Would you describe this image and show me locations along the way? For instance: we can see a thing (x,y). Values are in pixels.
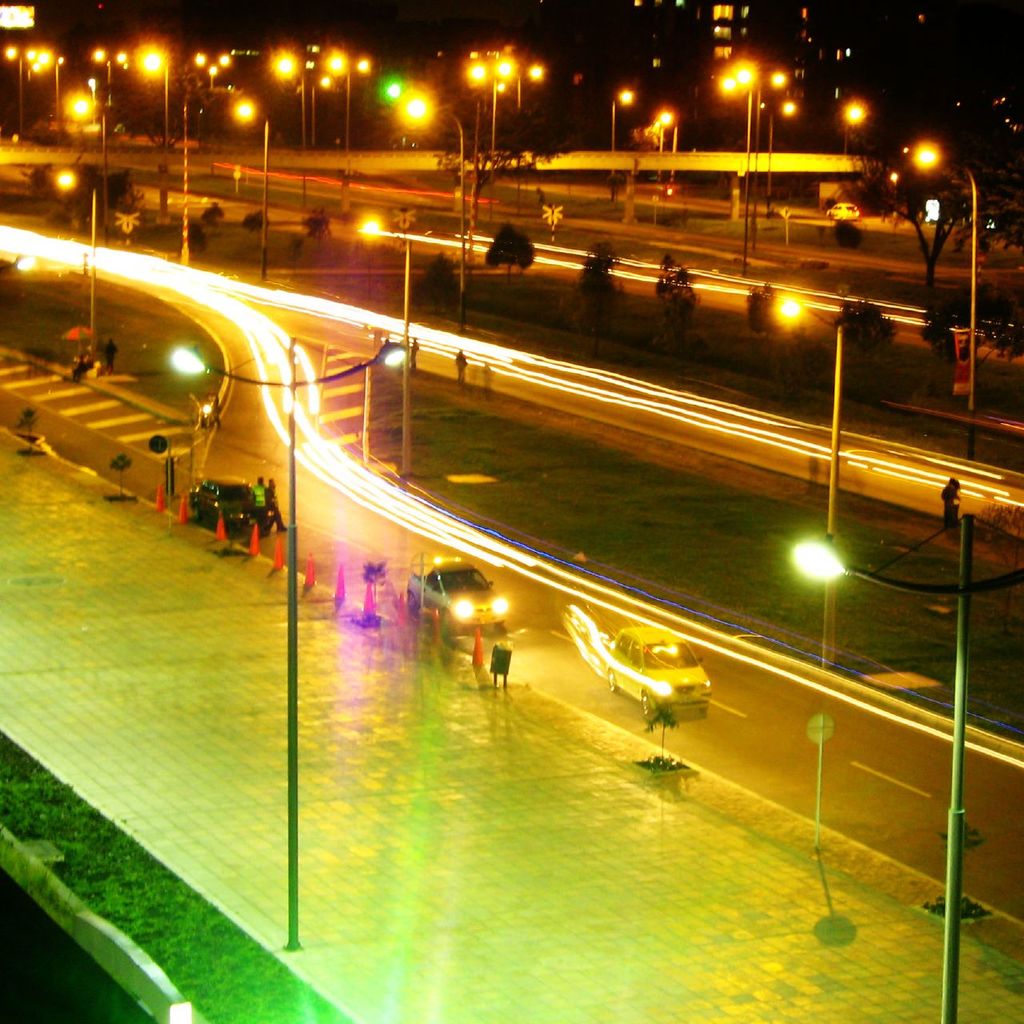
In this image in front (657,660) there is a road (982,764) and cars (644,667) were parked on the road (580,682). Beside the road (558,688) there are traffic cone cups (480,638), street lights (813,573), poles (828,566). At the bottom (662,708) there is grass (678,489) on the surface (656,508) and we can see plants (434,273). In the background (747,10) there are buildings (665,31).
